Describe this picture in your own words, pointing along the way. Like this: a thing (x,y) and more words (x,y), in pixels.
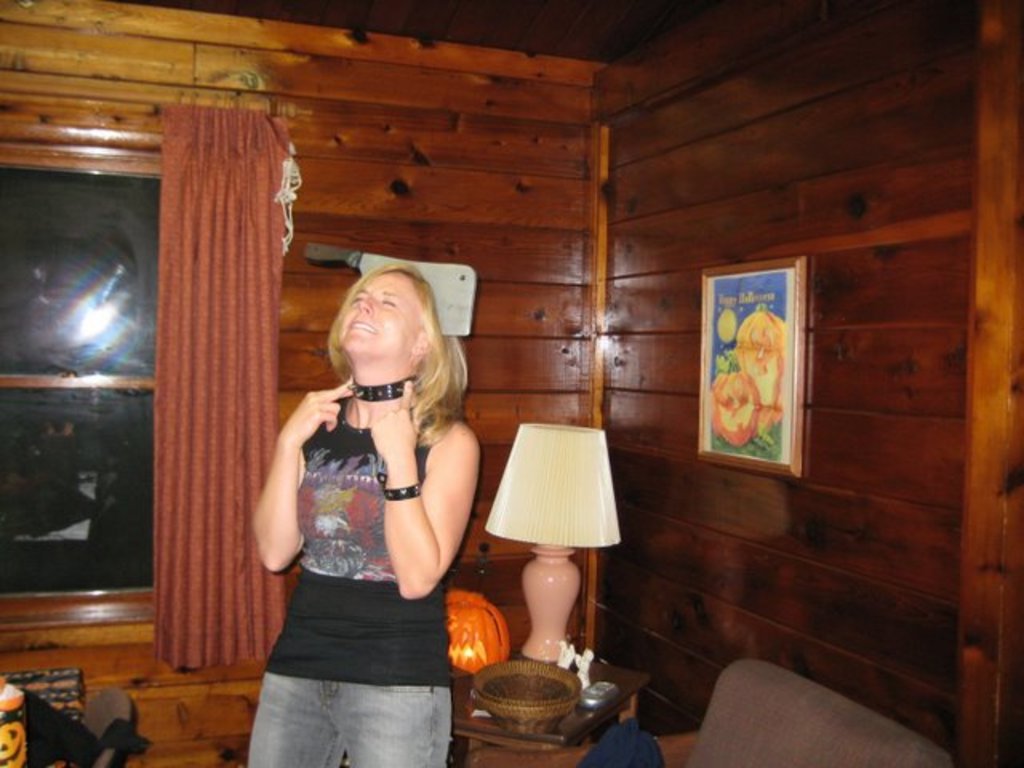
A woman (398,755) is standing she wears a black color t-shirt (314,583) on the left (181,465) it's a window (101,374) and a curtain (170,459).
